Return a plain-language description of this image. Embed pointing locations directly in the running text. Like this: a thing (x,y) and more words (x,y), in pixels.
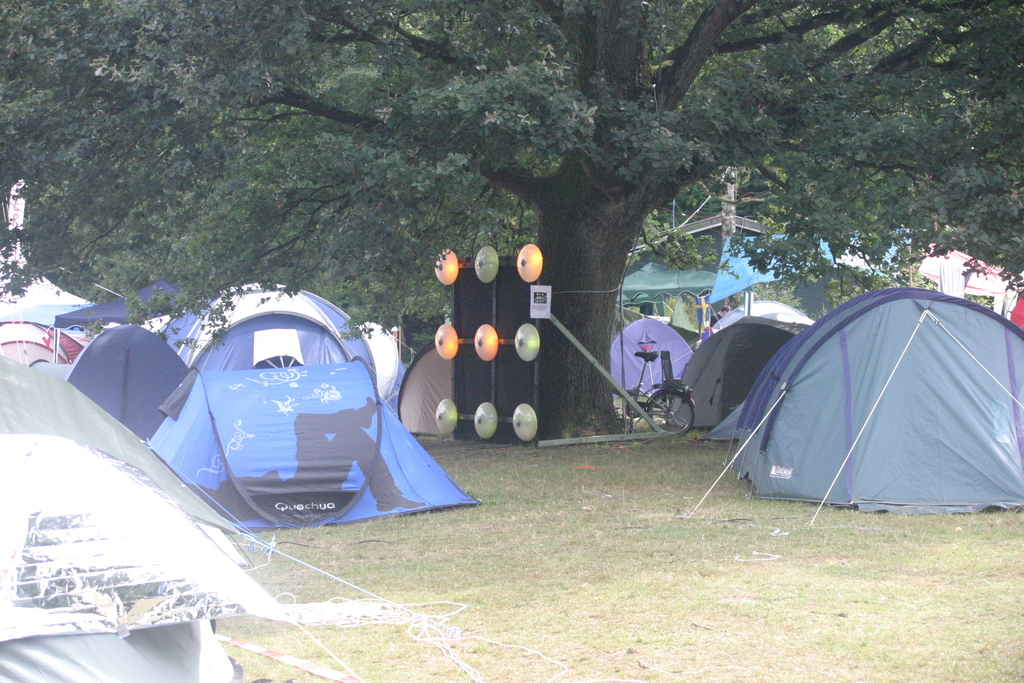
In this picture I can see tents (133,661), there is a bicycle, there are some objects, and in the background (424,180) there are trees (472,187).
